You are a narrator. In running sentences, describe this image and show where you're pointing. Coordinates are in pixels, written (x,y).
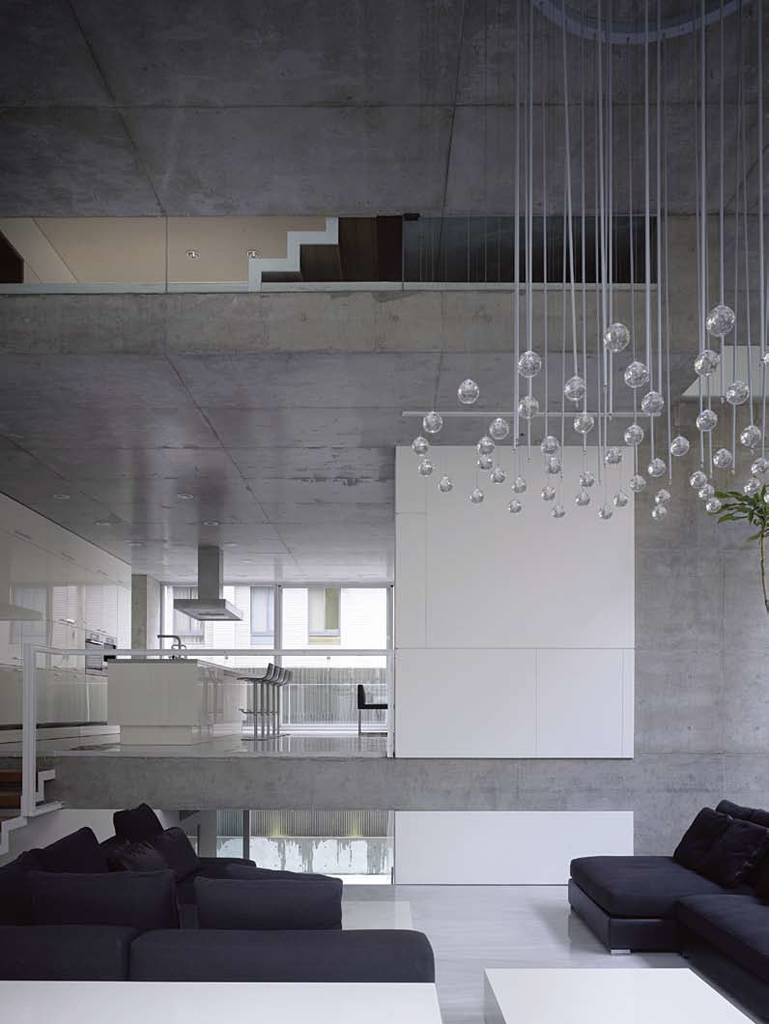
This is an inside view. On the bottom of the image (259,921) I can see couches (291,934). On the right side of the image (764,514) there is a plant (762,525). On the left side of the image (229,687) there is a table (197,688) and few chairs (265,683) are placed around it.
